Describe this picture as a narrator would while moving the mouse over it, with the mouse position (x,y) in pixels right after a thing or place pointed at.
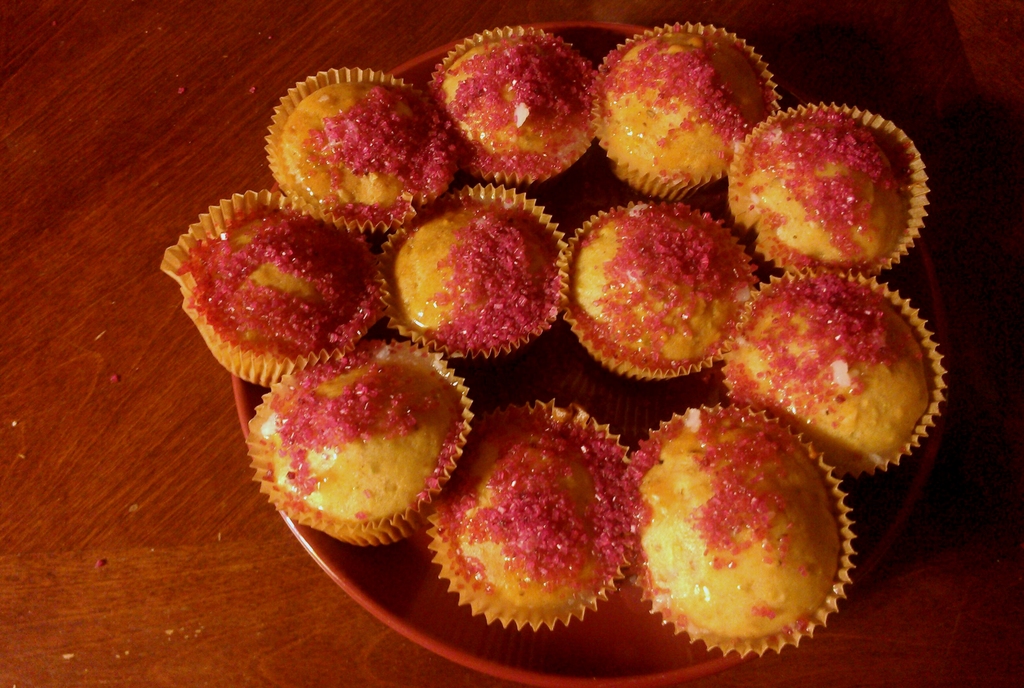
In this image we can see cupcakes (571,267) in plate (416,560) on the wooden surface (136,327).
